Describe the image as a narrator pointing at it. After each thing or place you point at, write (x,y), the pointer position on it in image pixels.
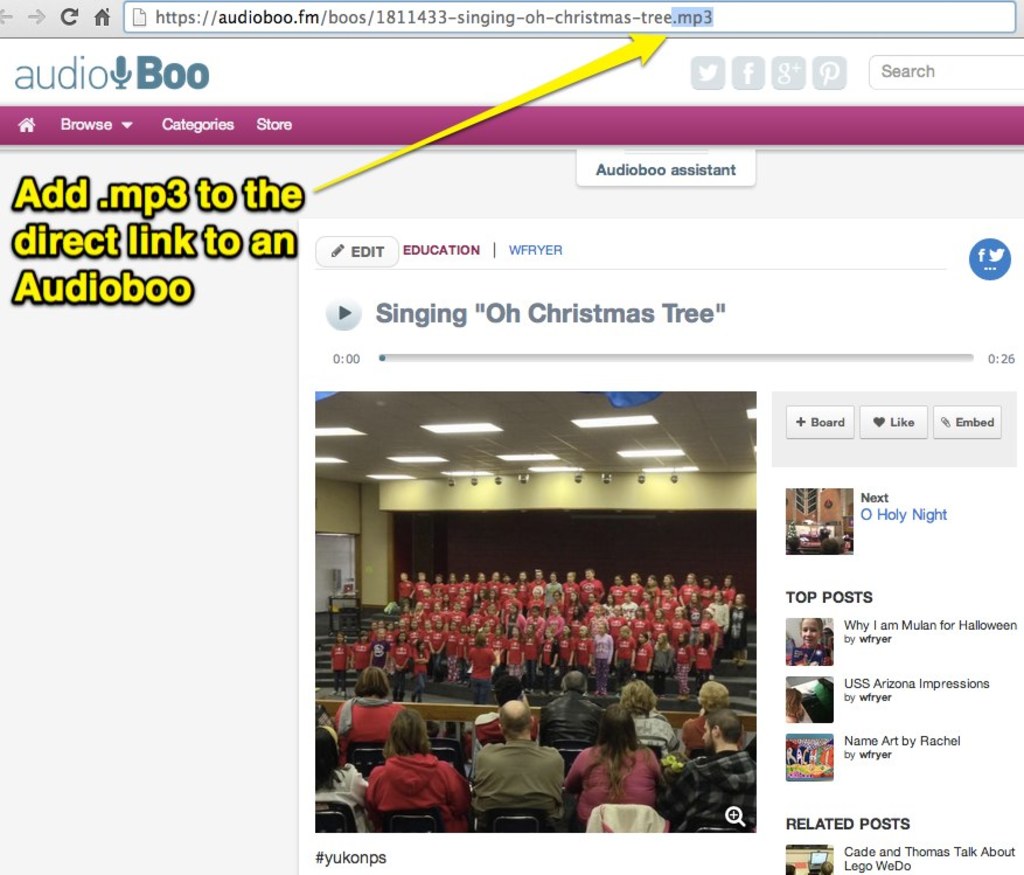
In this image there is a screenshot (321,465) of a browser web page (265,178).
